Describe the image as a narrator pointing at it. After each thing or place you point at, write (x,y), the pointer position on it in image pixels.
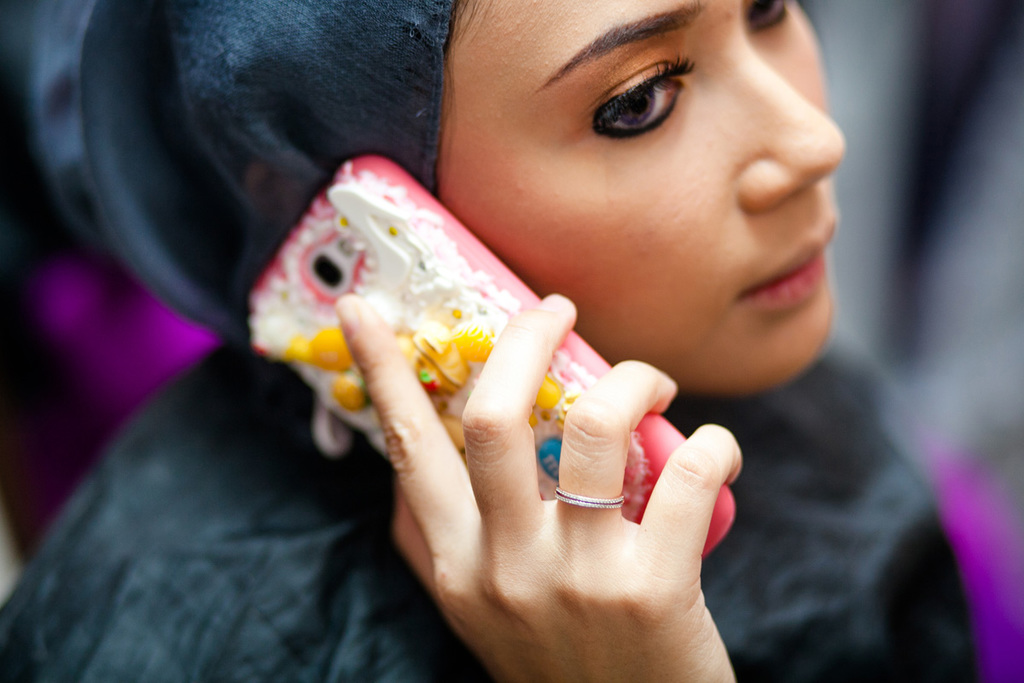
In this image there is a girl (604,383) who is holding the mobile phone (441,317) near to her ear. She is wearing the black color dress (260,610).
